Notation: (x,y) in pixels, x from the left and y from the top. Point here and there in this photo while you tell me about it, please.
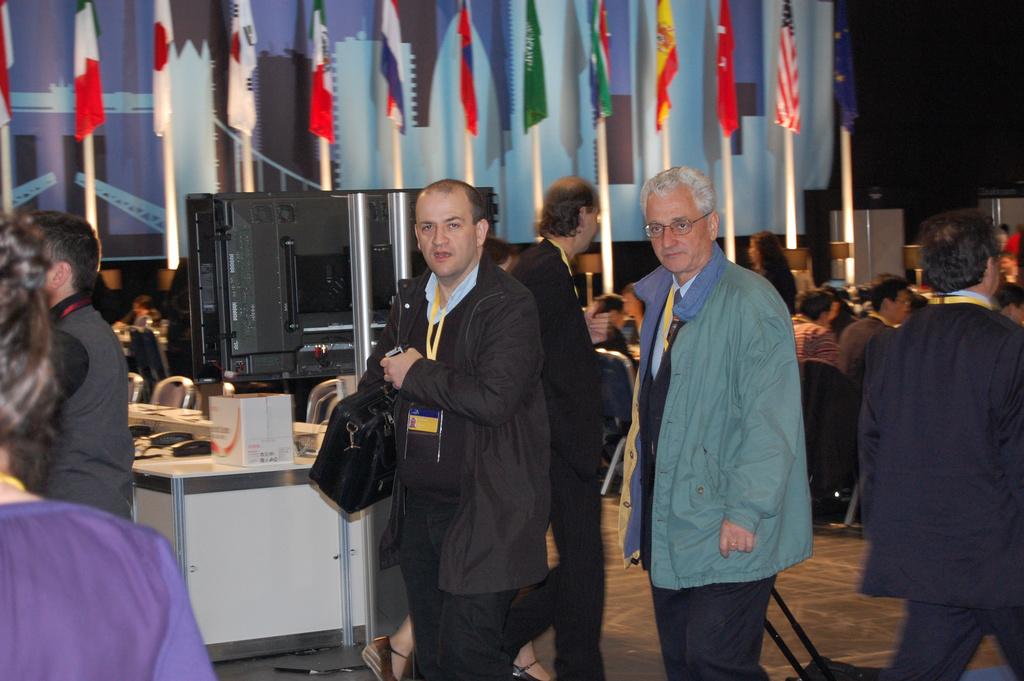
In the middle (514,382) a man (479,480) is walking, he wore a coat (497,455), trouser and also an ID card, in the right side (688,409) there is another man (727,404) also moving, behind them there are different country flags (845,22).
